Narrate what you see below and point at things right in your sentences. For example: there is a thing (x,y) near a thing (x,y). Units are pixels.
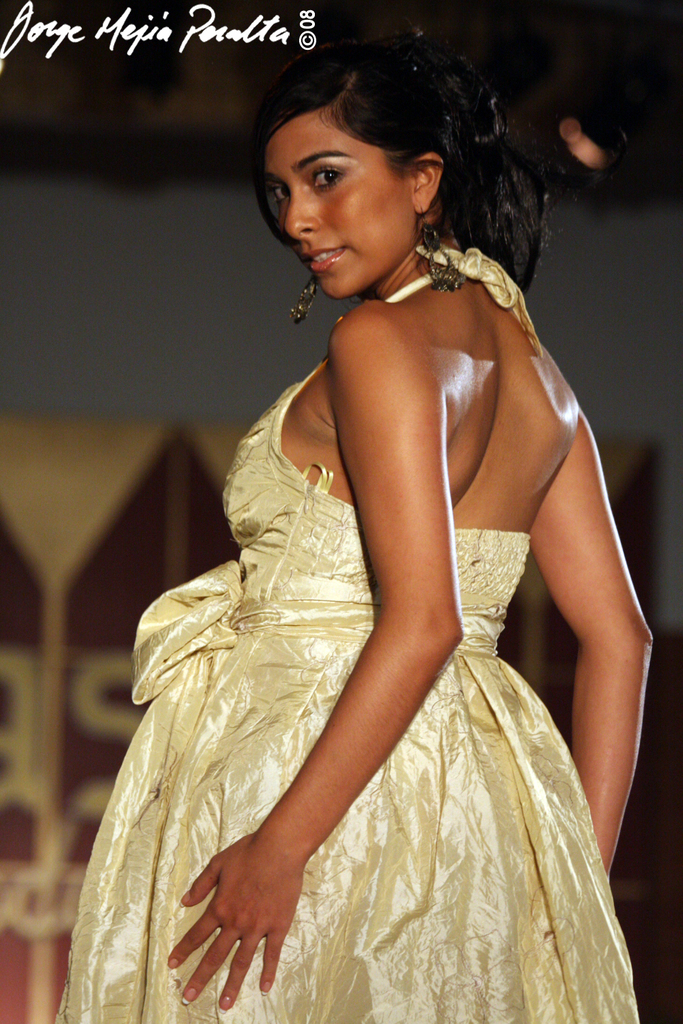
In this picture there is a girl (345,505) in the center of the image (246,527) and there is a poster (215,477) in the background area of the image (2,565).
